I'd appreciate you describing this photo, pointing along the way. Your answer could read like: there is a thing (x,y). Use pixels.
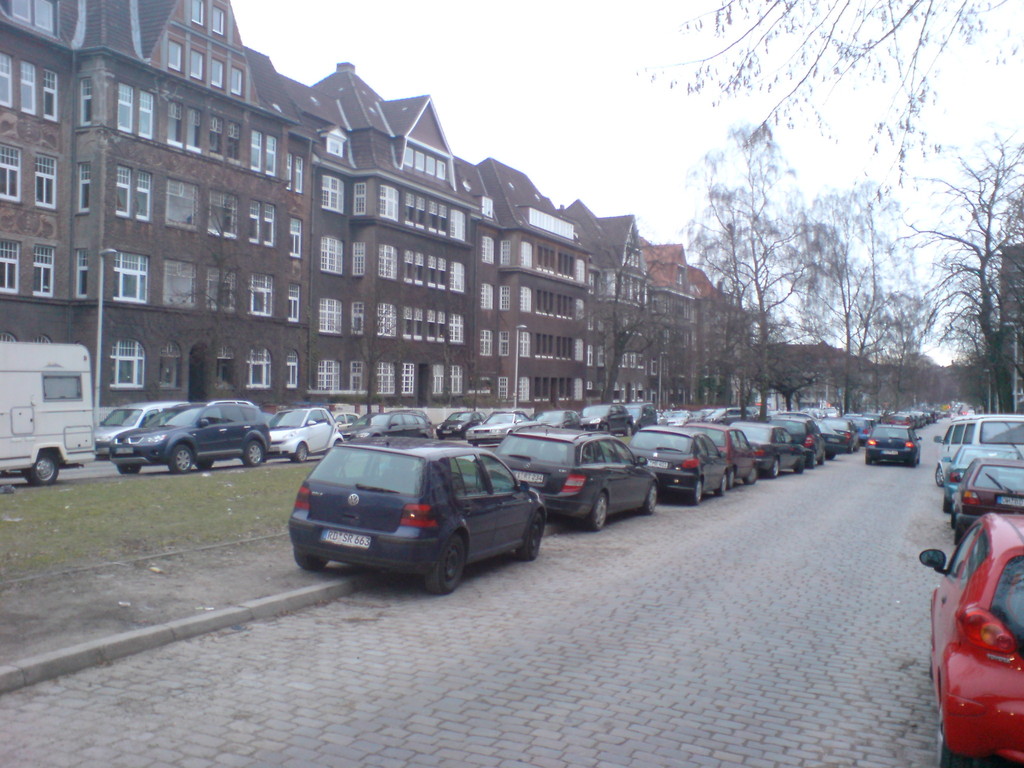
There are few buildings (395,275) which are in brown color and there are trees (724,346) and vehicles (684,460) in front of it.
